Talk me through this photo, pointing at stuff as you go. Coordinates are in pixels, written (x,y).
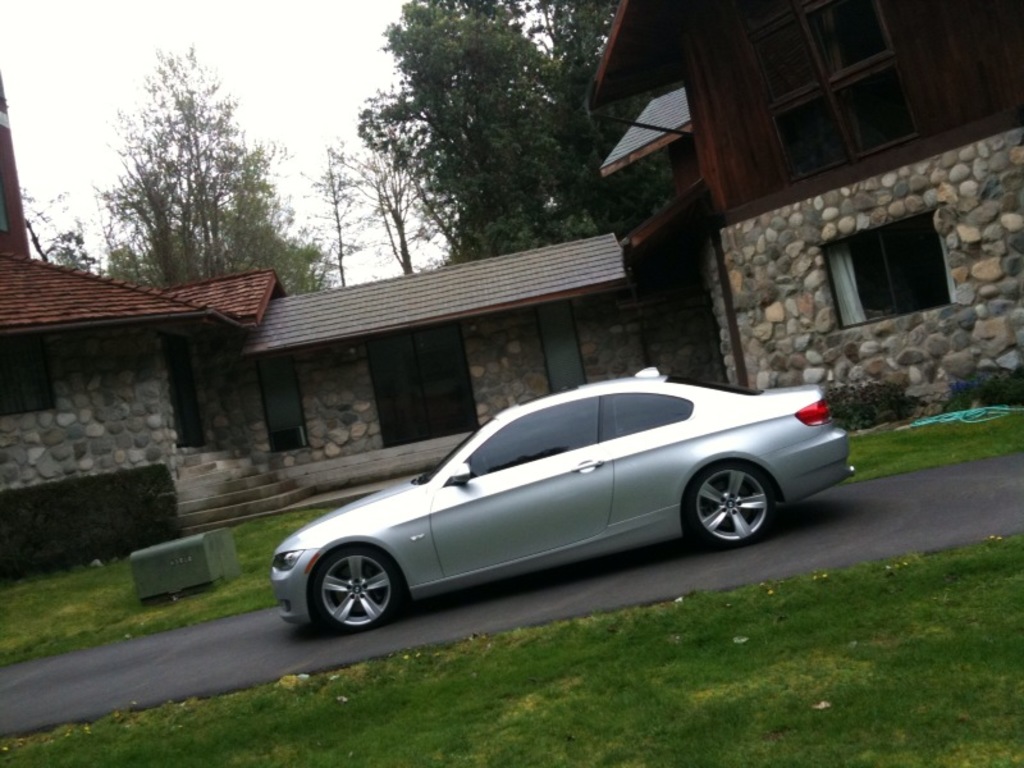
In the picture I can see car (429,561) on the road (922,498), beside we can see some houses (867,285), trees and grass (938,616).
